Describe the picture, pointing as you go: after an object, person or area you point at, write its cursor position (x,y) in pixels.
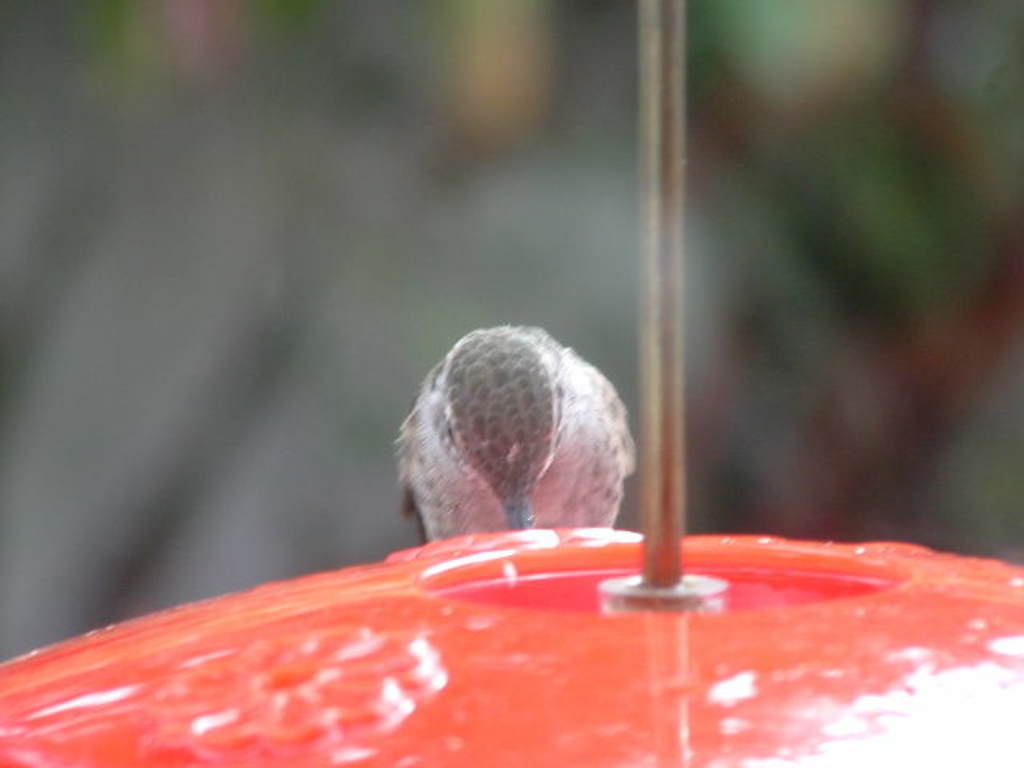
This picture seems to be clicked outside. In the foreground (483,684) we can see a red color object (699,624) and a rod (673,64) and there is a bird (549,339) seems to be standing. The background of the image (14,522) is blurry.
